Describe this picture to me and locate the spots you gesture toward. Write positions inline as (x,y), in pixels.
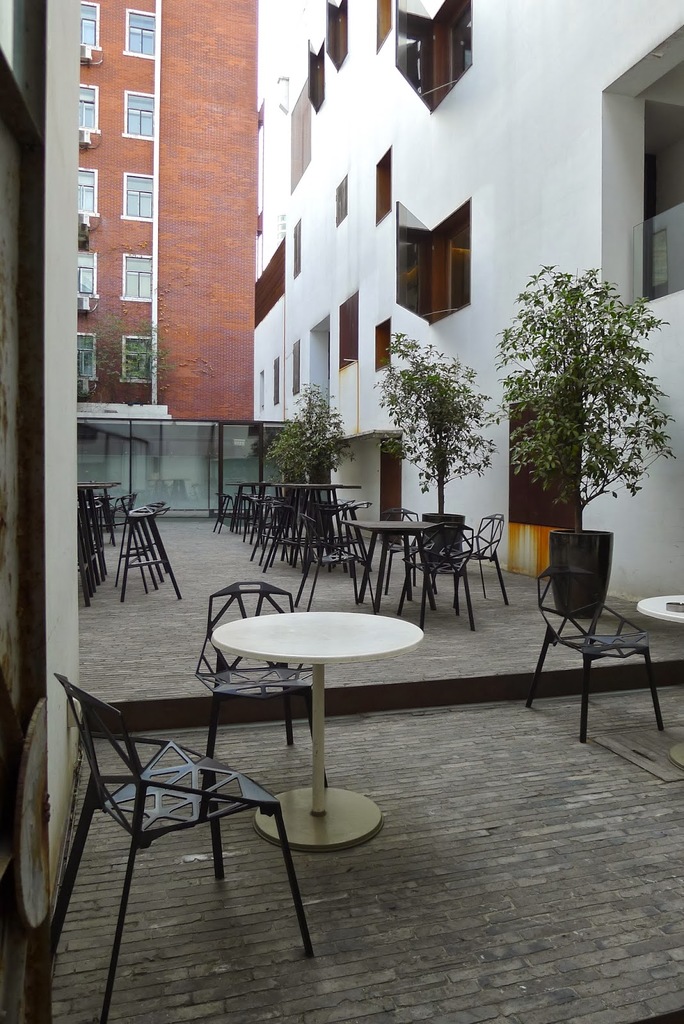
In this image I can see few tables (346,629) and number of chairs (480,557). I can see colour of these chairs (210,619) and tables (333,489) are black and here I can see one table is of white colour. I can also see few plants (617,331) and few buildings (319,146). I can also see one more white colour table (653,614) over here.
